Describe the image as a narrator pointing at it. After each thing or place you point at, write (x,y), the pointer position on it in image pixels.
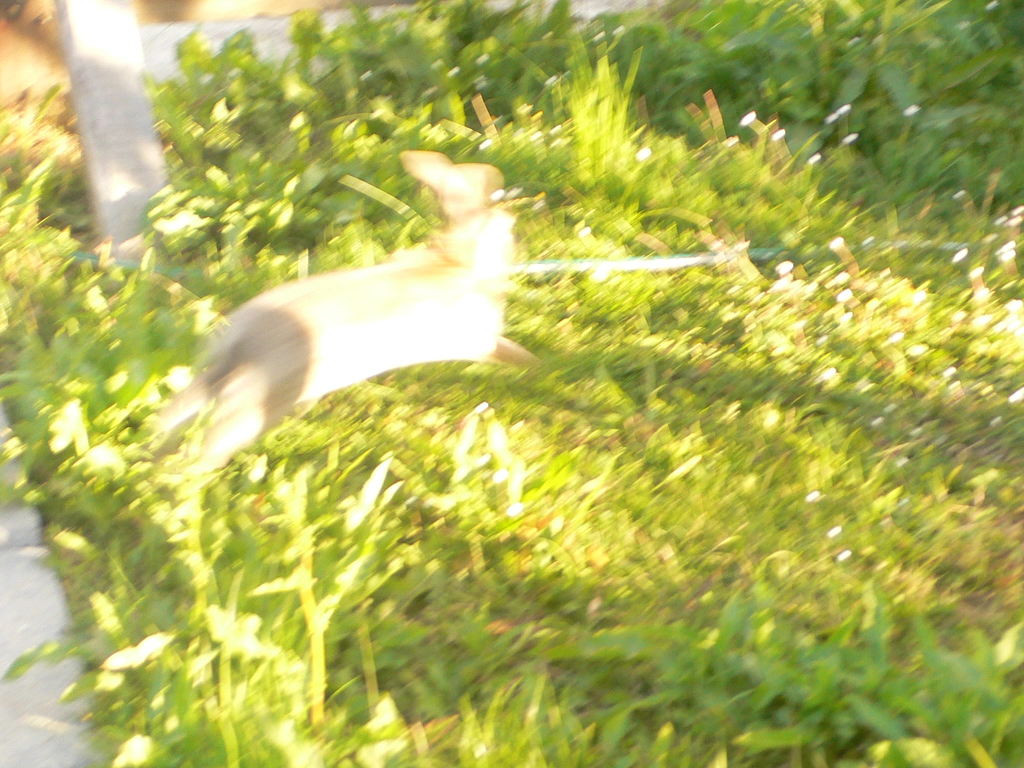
This is a blur image. In this picture we can see some grass (256,702) on the ground (419,638). We can see a few plants (419,638) and other objects (108,162).
